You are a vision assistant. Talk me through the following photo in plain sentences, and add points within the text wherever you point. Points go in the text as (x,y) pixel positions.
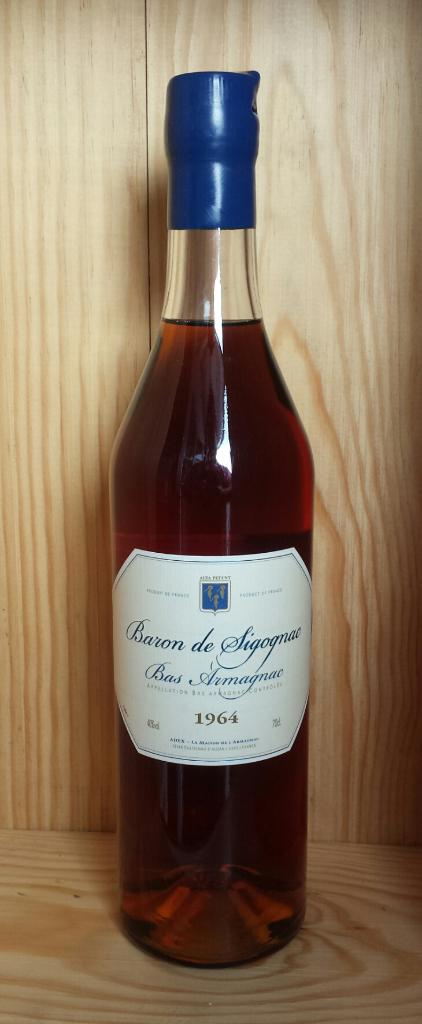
In this picture there is a wine bottle (204,956) kept in a wooden shelf (88,874).
